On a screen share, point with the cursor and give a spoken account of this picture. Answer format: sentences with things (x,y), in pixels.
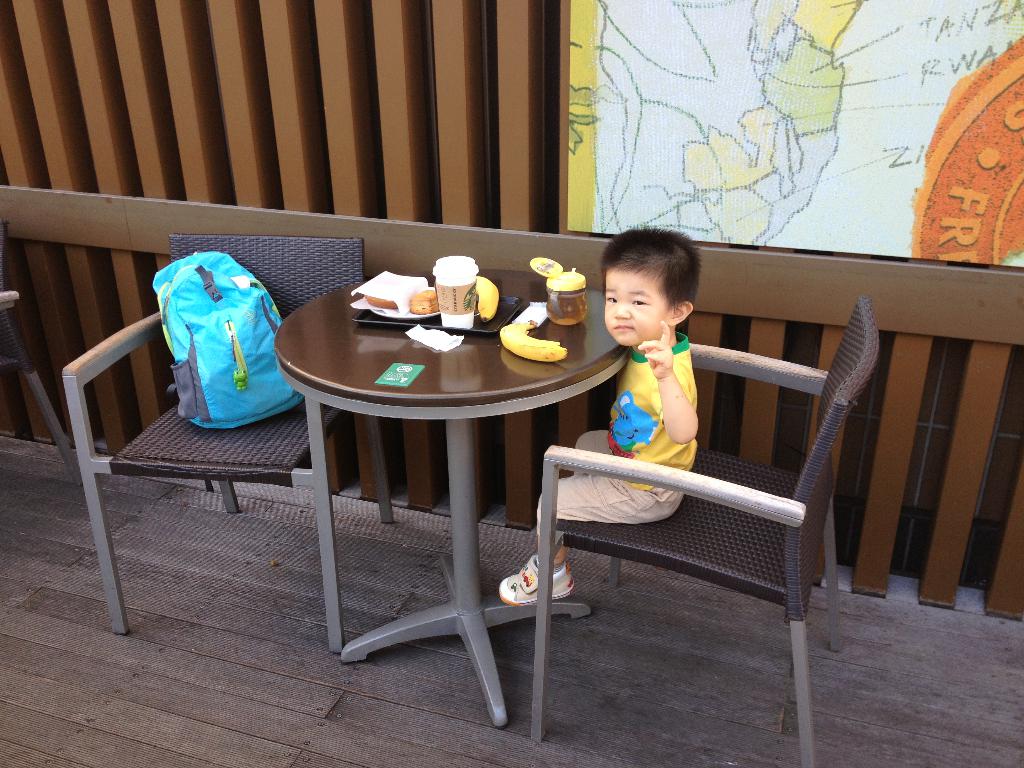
In this image we can see a boy (631,388) sitting on the chair (652,549), in front of him we can see a table (555,335), on the table (567,341), we can see some bananas (531,326), tissue paper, glass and other objects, also we can see a chair (99,345) with a bag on it, in the background (267,208) we can see the wall (580,413), on the wall (532,187) there is a poster (648,30).
